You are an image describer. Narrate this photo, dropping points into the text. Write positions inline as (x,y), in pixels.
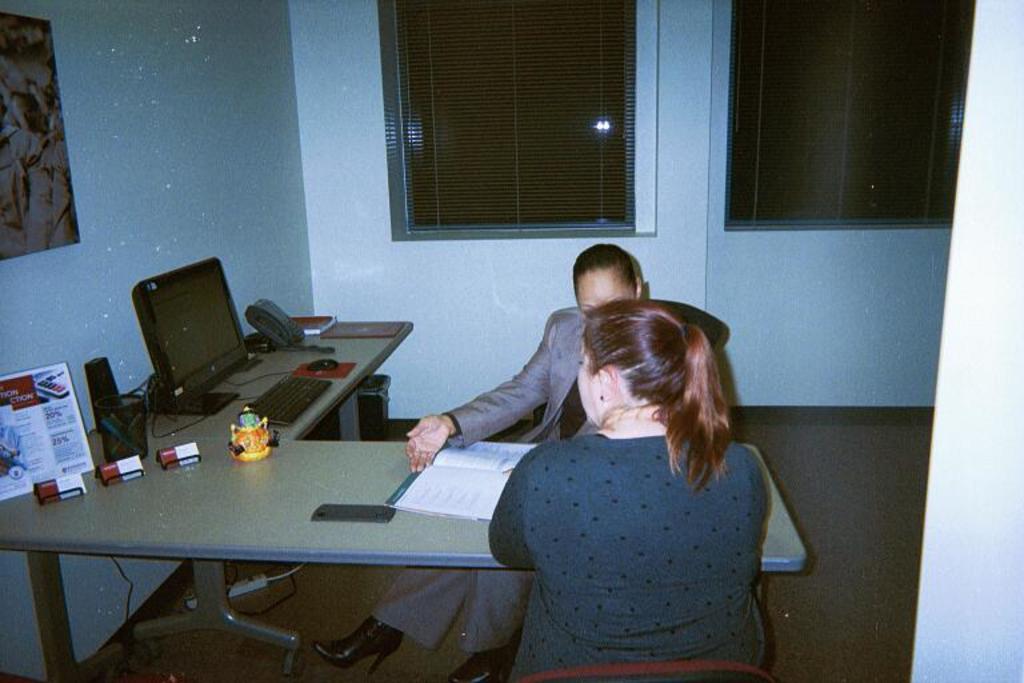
This 2 persons (606,432) are sitting on a chair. In-front of them there is a table (200,480). On a table (223,421) is a keyboard (299,402), statue (252,440), bin (131,423), telephone (287,338), mouse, monitor (241,351), mobile (366,507), book (425,478) and card (35,419). Poster (54,134) is attached to a wall (128,129). This are windows (649,167).
